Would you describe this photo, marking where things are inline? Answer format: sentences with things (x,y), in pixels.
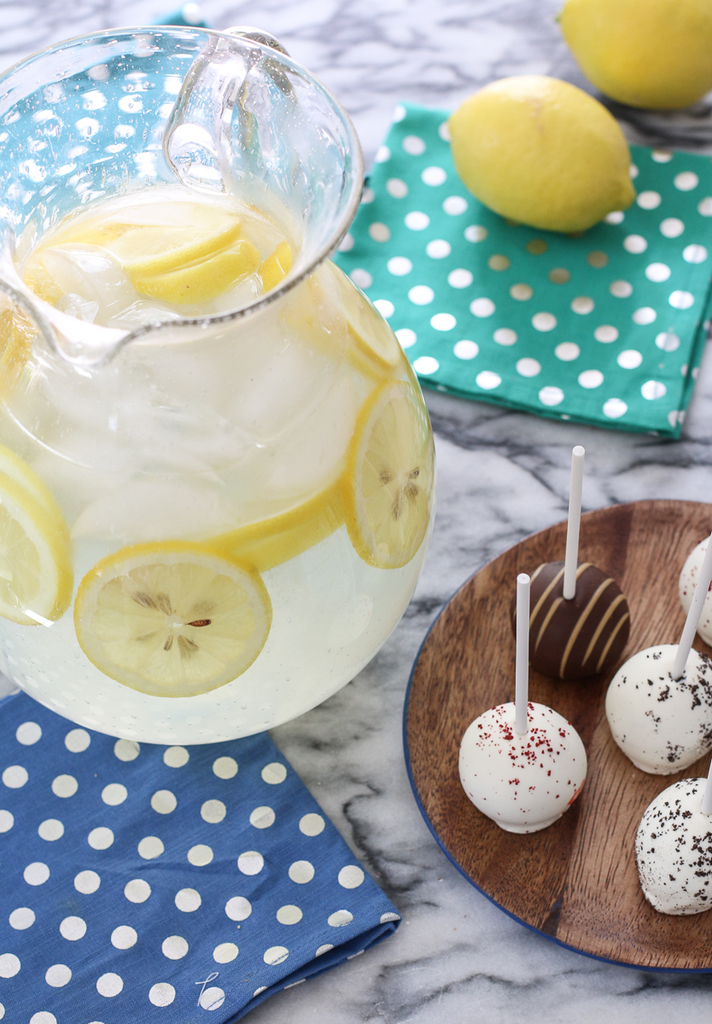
In this image we can see a jar (303,694) with some lemon slices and liquid (288,707) inside it, some napkins (363,873), a plate (601,858) with some food (658,848) and lemons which are placed on the surface (413,803).
